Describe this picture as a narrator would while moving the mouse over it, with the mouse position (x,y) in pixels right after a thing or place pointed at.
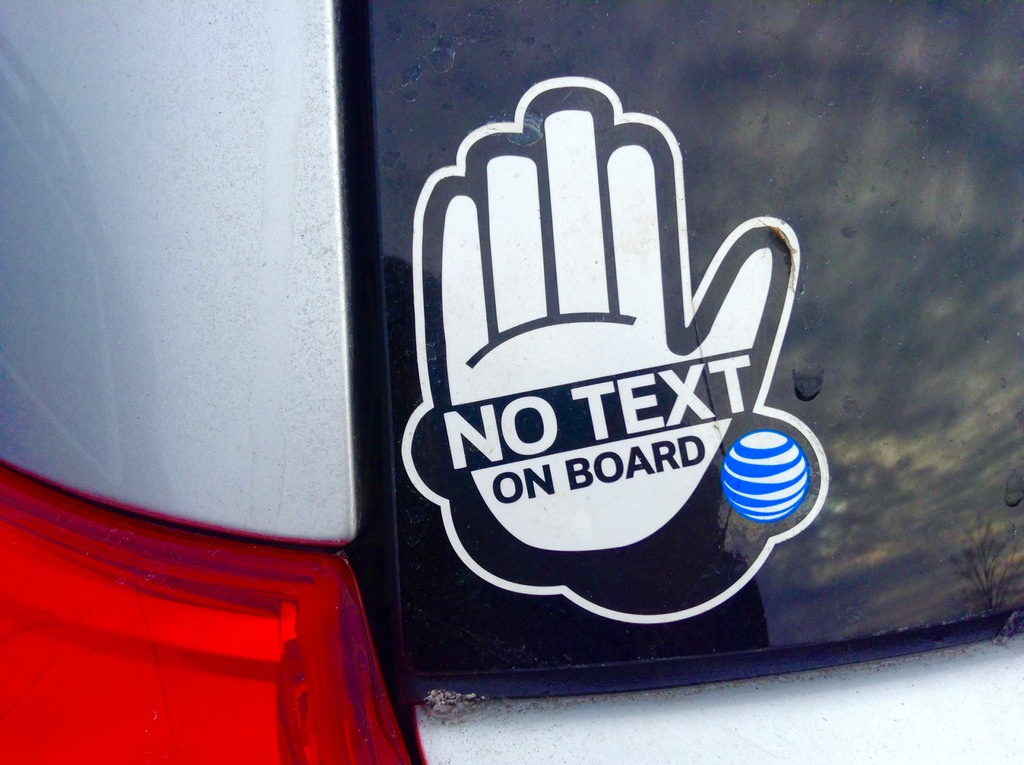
This picture shows text (652,454) and a hand (692,487) on the glass board (889,391).
